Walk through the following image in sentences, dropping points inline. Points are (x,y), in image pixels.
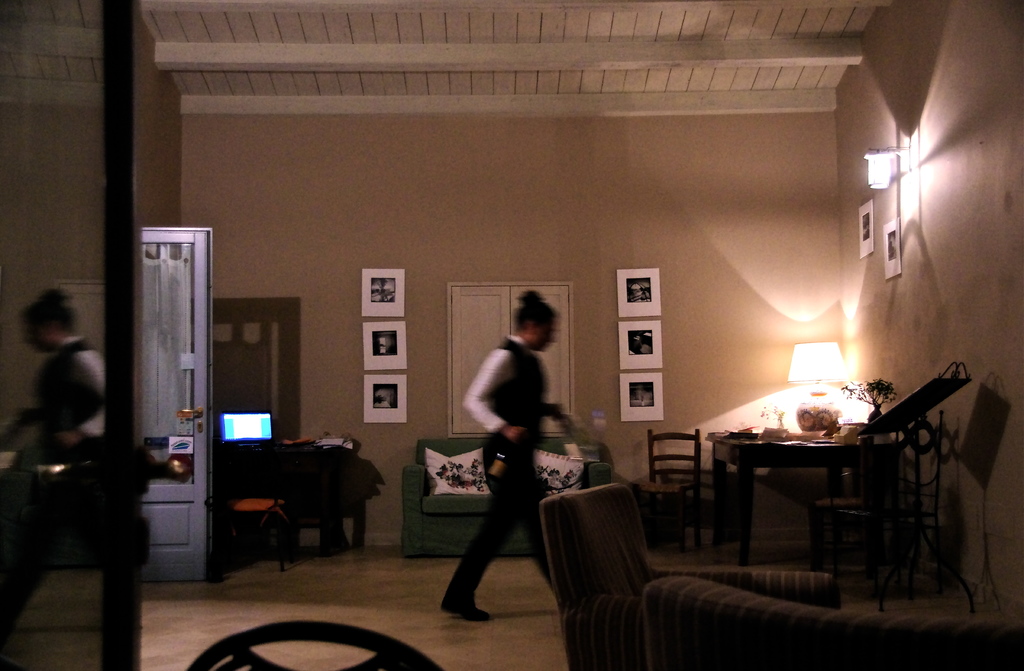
The picture is taken inside a room (961,293). There is a person (522,403) in the room (573,385) walking holding a bottle (492,463). There is a desk (296,457) on which there is a laptop (237,434) and a stool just in front of it. Beside it there is a couch (555,447) and cushions (445,467) on it. There is a table (728,442) and chairs (864,465) at the other corner of the room (876,324). On table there is a table lamp (823,370) and flower vase (843,389). There is also another couch (690,586) to the below right corner of the image (686,584). There is a wall lamp (884,168) and photo frames (650,303) hanged on the wall (670,350). On the left corner of the image (54,344) the reflection (86,345) of the person (67,347) is seen.
